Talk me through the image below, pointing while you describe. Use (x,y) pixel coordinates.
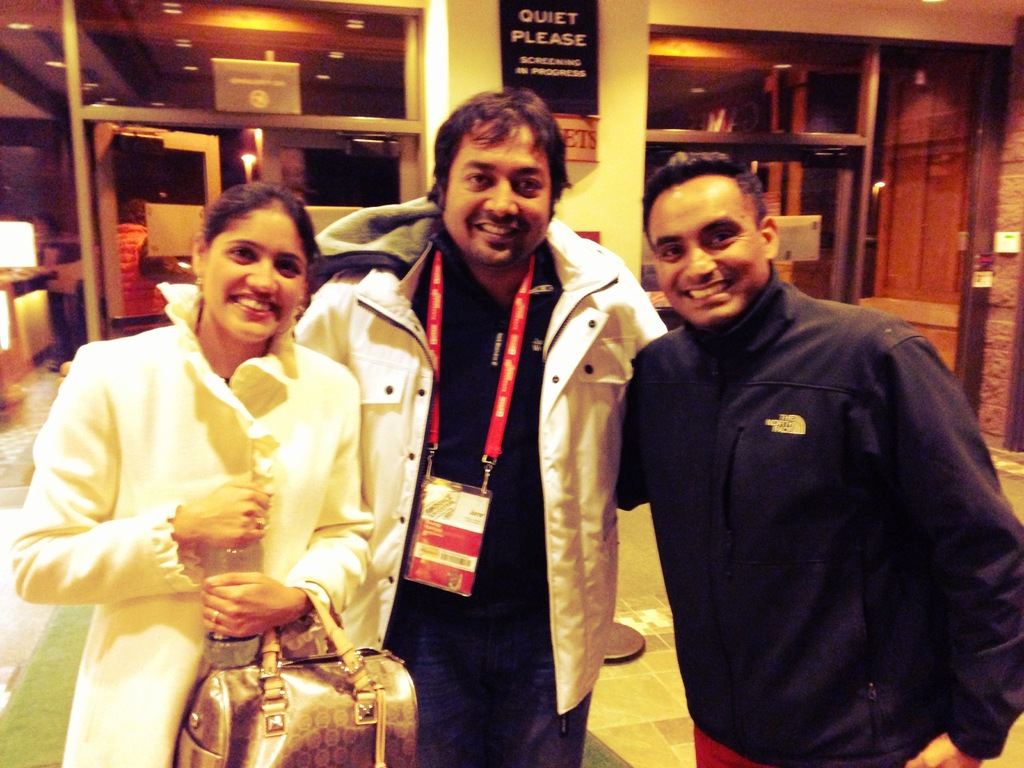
In this picture we can see two men (516,224) and one woman (262,456) where woman (273,589) is holding bottle (221,560) carrying bag (274,655) and they are smiling and in background (475,51) we can see pillar (497,10), banner (587,81), wall (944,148), pipe (985,124).
